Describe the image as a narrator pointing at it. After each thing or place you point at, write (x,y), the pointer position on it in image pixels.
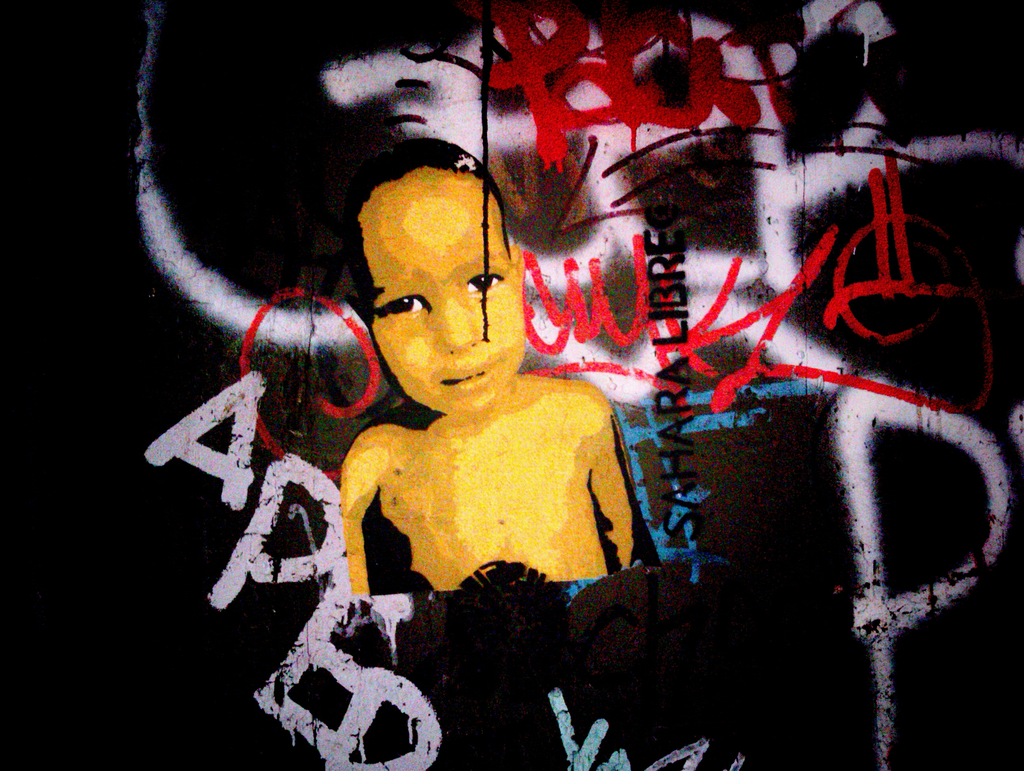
In this image, we can see a painting (401,482) of a kid (387,481) and some text (218,468). In the background (843,756), we can see black color.
